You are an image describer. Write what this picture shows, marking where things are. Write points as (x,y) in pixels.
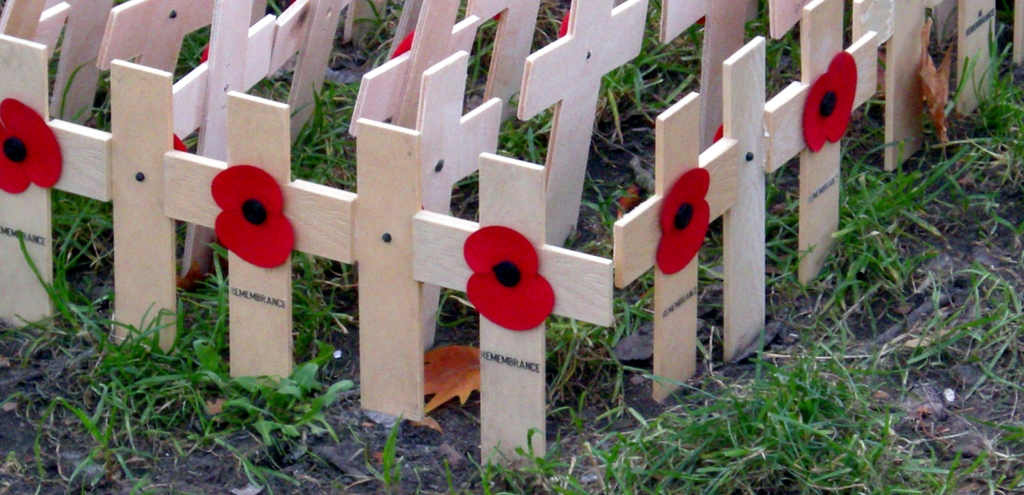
In this image, we can see some wooden plus symbol boards (603,267) and there is green grass (863,473) on the ground (547,400).
